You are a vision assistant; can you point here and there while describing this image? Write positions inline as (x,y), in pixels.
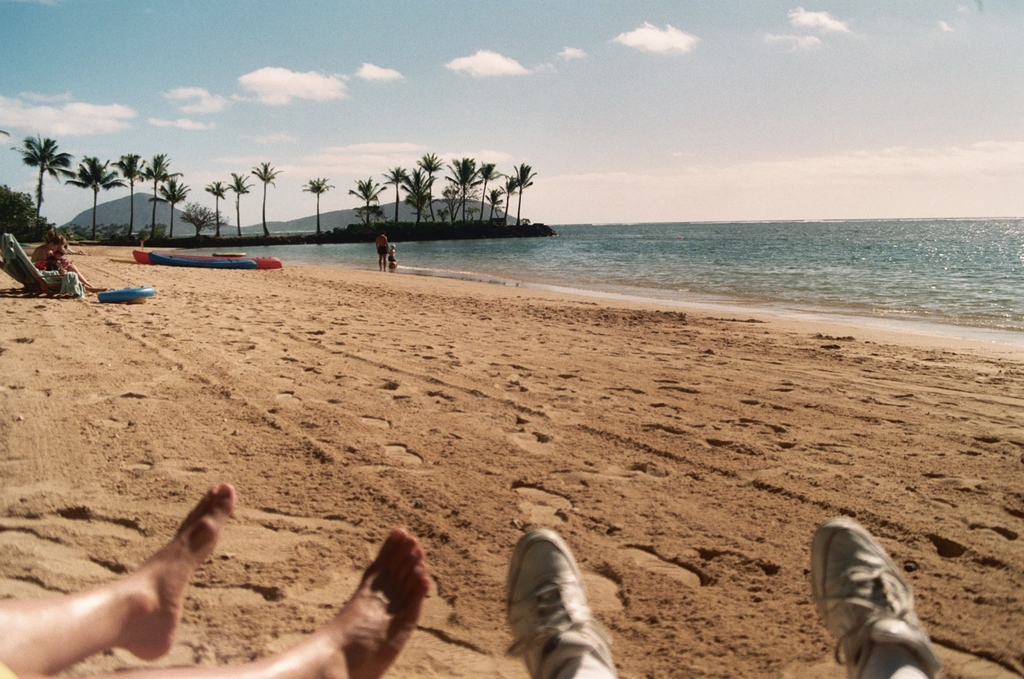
At the bottom of the image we can see persons legs (46,601). In the center of the image (383,261) we can see persons (380,263) at the sea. In the background (369,198) we can see water (564,252), trees (502,224), persons (45,263), hills (386,217), sky (203,76) and clouds (253,98).
